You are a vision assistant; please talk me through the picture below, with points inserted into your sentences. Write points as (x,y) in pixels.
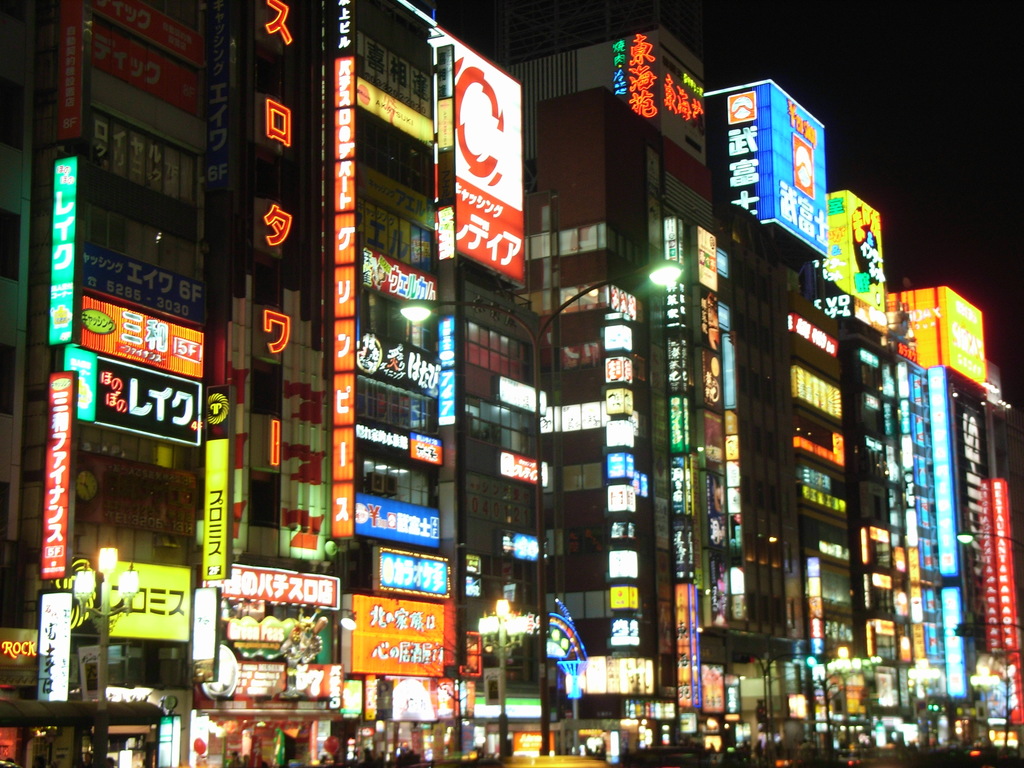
This is the picture of a city (596,435). In this image there are buildings (148,546) and there are hoardings (516,402) on the buildings (897,532). At the bottom (920,668) there are poles (103,766) and there are group of people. At the top (890,53) there is sky (906,57).
